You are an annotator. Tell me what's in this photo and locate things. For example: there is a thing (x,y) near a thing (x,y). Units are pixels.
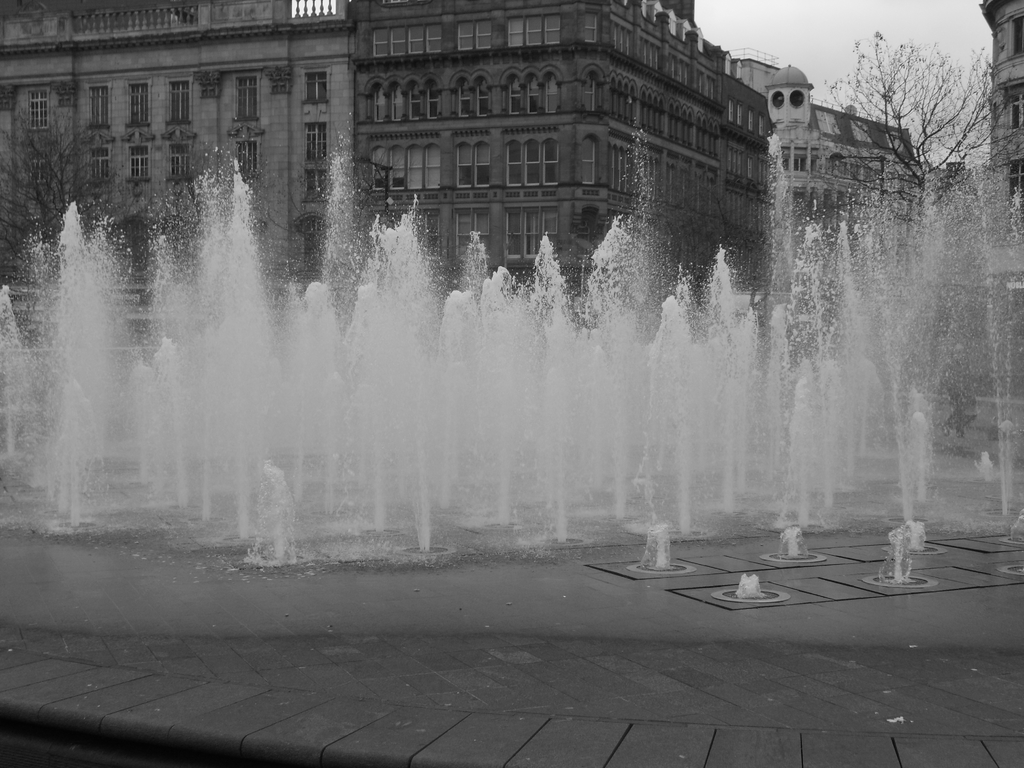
In this image we can see the water fountains (610,430) and in the background (672,115), we can see some trees (42,187) and buildings (652,107) and at the top (886,50) we can see the sky (959,20).
